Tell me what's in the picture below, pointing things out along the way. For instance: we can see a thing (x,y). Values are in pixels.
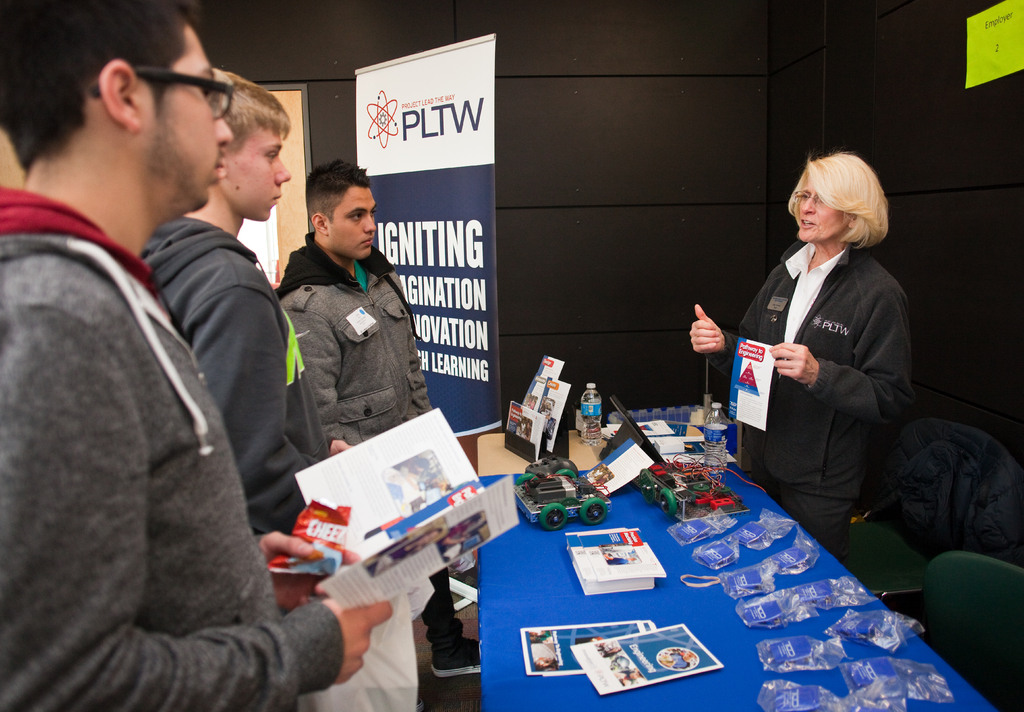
On the right side of this image (837,301) I can see a woman (800,416) wearing black color jacket (830,372), standing and speaking something by looking at the people (290,317) who are standing in front of her. She is holding a white color paper (759,369) in her hand (793,355). The three men (322,367) who are standing on the left side (64,526) are wearing jackets (192,376) and holding some papers (366,525) in their hands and looking at this woman (819,267). In front of this woman (806,428) there is a table (557,598) which is covered with a blue color cloth (495,631). On this I can see some papers (609,579), packets (731,581), bottles (587,423), toys (568,491), wires (682,476) and some more objects (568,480). Beside the table (877,603) there are two empty chairs (927,584). In the background (826,118), I can see the wall (620,176) and also there is a board (463,184).
